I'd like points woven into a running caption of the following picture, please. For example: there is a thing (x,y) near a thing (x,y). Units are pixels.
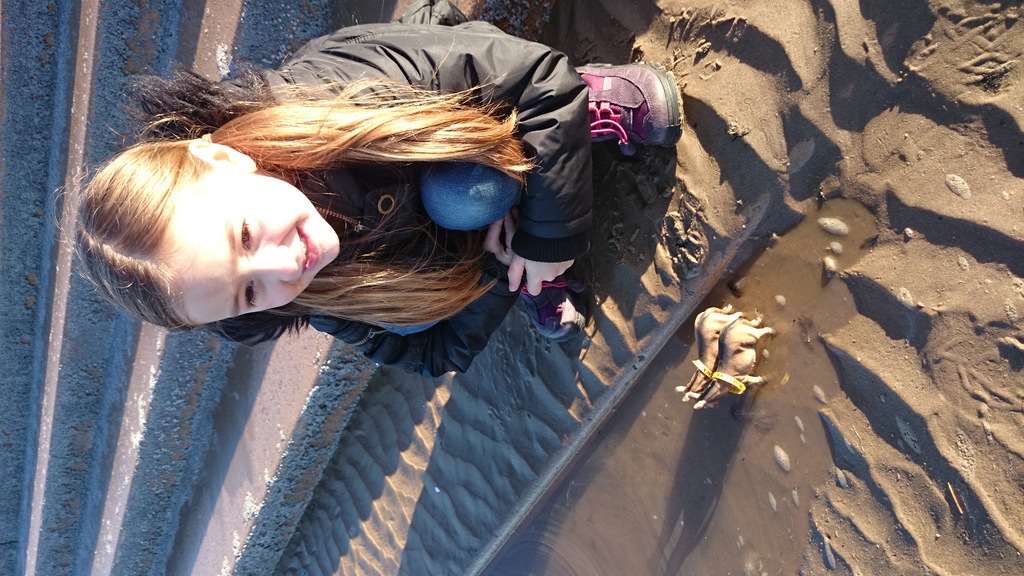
In this image there are two horses (717,379) in the water (684,351), and at the background (390,487) there is a girl (429,3) in a squat position, staircase (52,28), sand (722,177).
